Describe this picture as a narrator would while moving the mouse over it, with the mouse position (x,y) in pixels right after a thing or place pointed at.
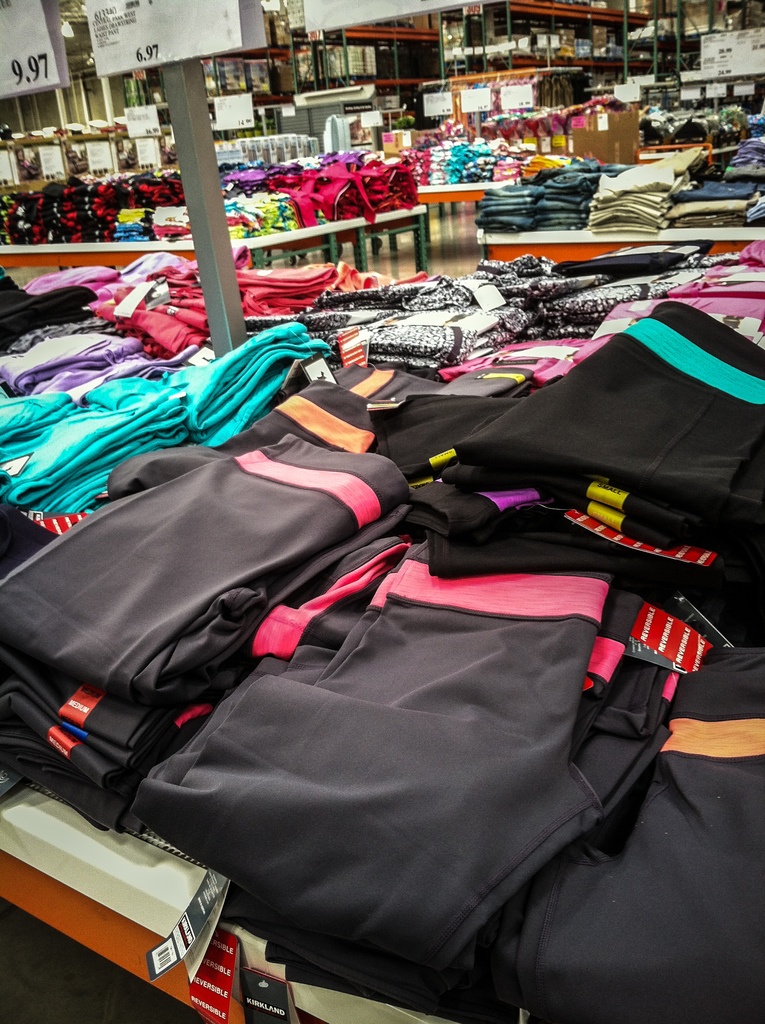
There are many clothes (427,420) placed on a table (404,228).
